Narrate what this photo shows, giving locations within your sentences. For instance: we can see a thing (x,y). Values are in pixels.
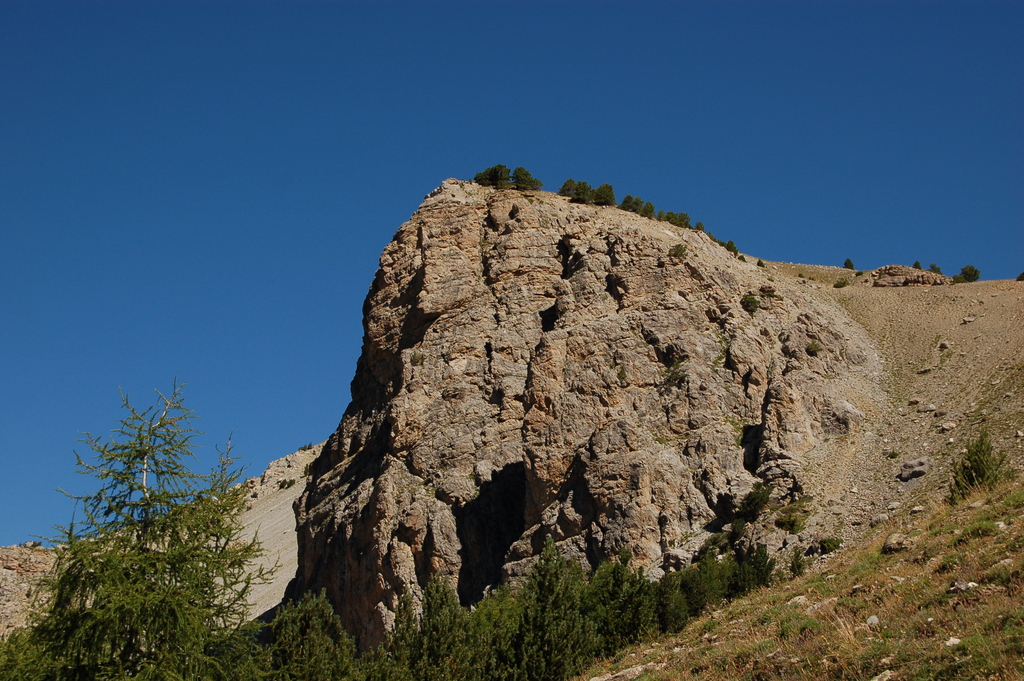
In this image we can see a mountain (579,266). On the mountain (570,227) we can see few trees (491,170). At the bottom (211,655) we can see a group of trees (661,632) and plants (919,569). At the top (514,13) we can see the clear sky (379,63).
